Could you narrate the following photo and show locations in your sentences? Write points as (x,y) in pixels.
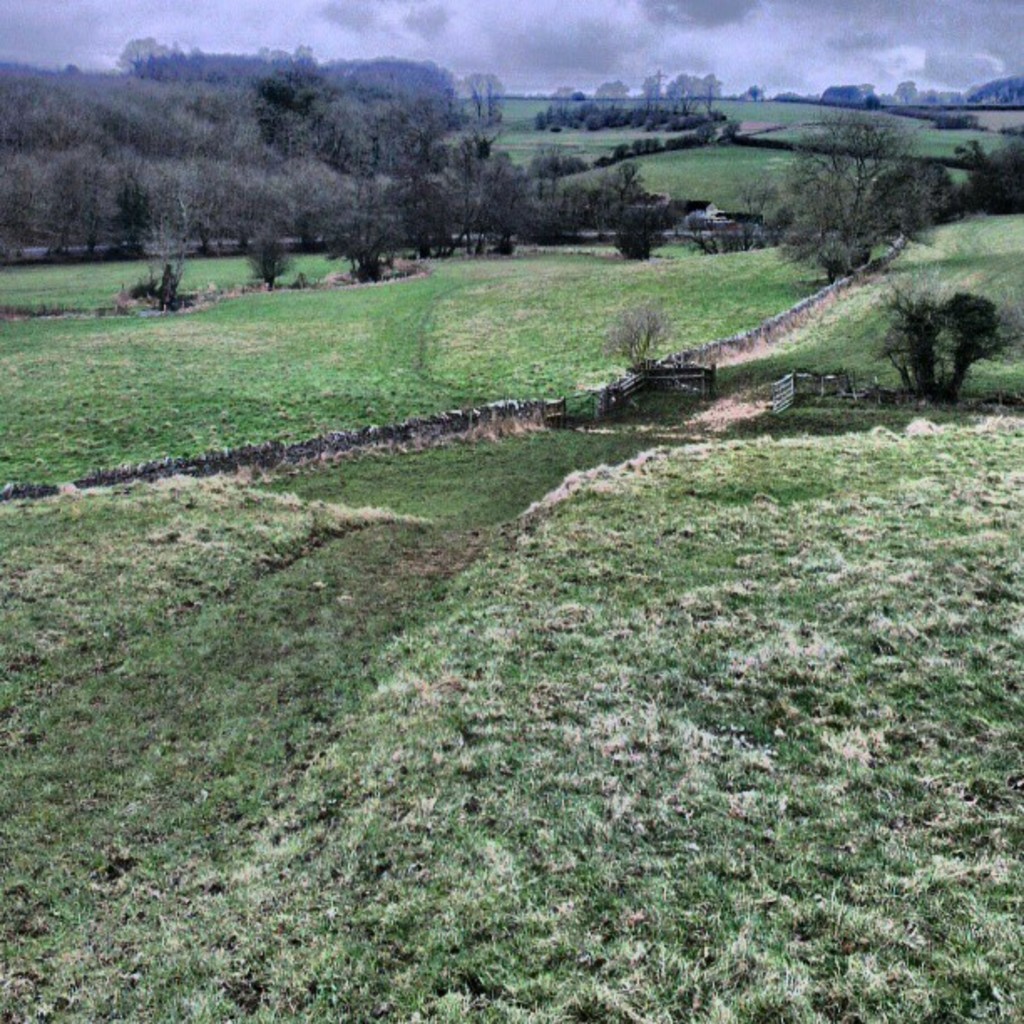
In this image I can see the grass (478,614) on the ground (478,614). In the background (599,225) I can see many trees (421,167), clouds (657,3) and the sky (837,72).
